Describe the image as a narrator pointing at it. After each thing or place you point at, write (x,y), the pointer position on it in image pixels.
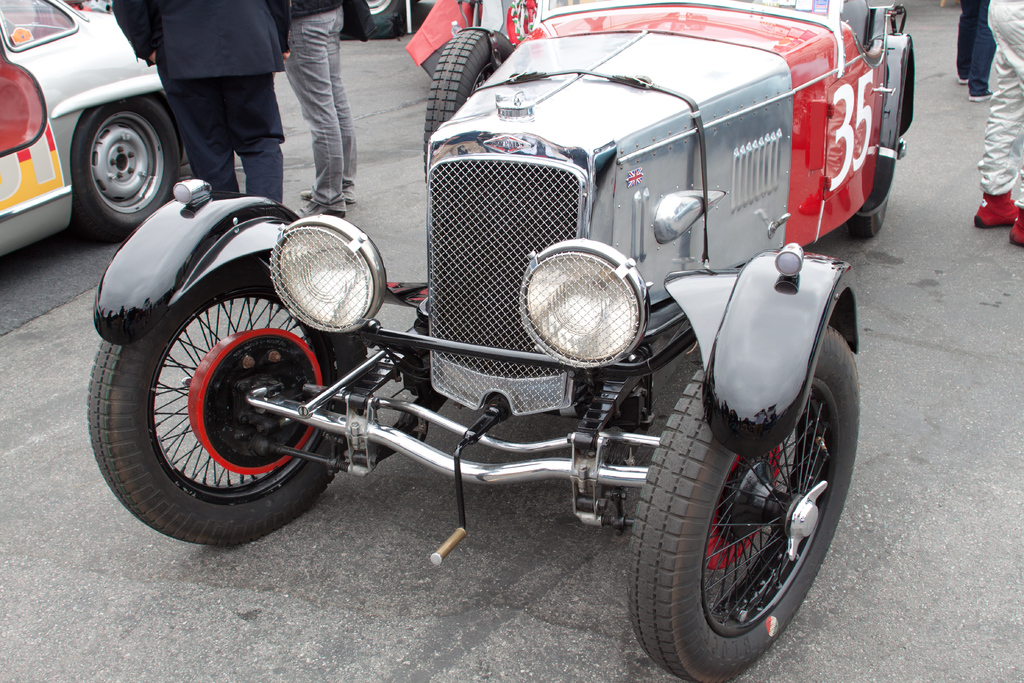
In this picture we can see vehicles (87,128) and some people (307,70) are standing on the road (925,372).
